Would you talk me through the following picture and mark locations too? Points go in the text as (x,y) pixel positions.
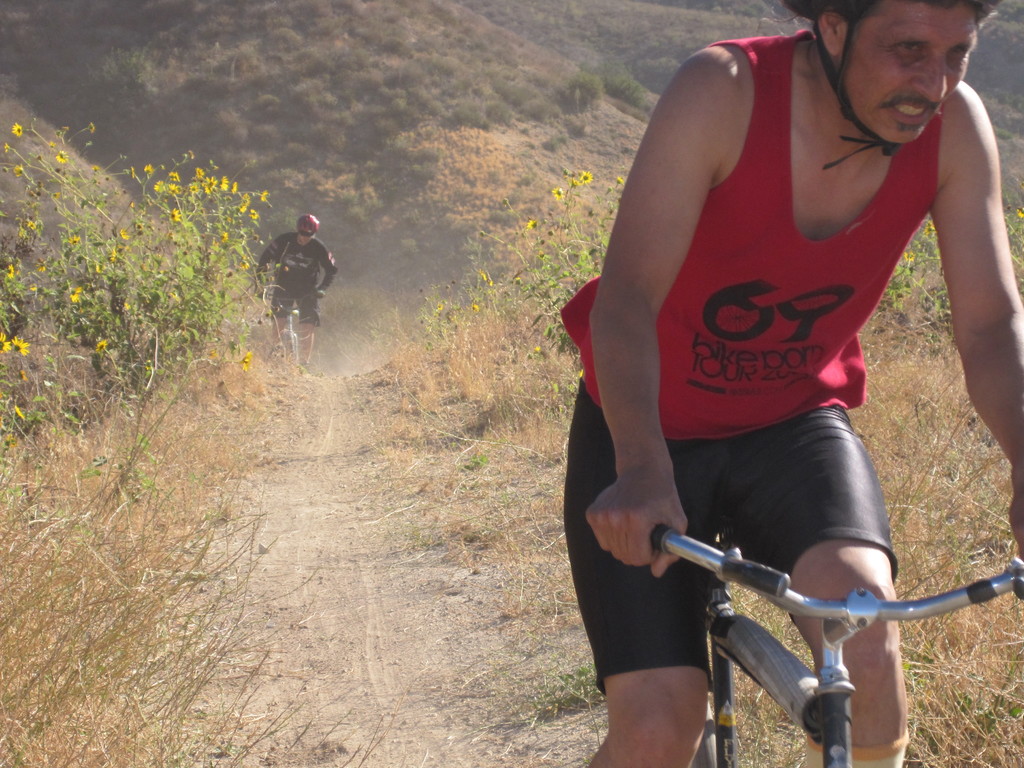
In this image, I can see two persons (667,472) are riding a bicycle (731,556) on the road (318,601). In the background (425,354), I can see grass (235,522), flowering plants (72,160) and mountains (431,252). This image taken, maybe during a day.
